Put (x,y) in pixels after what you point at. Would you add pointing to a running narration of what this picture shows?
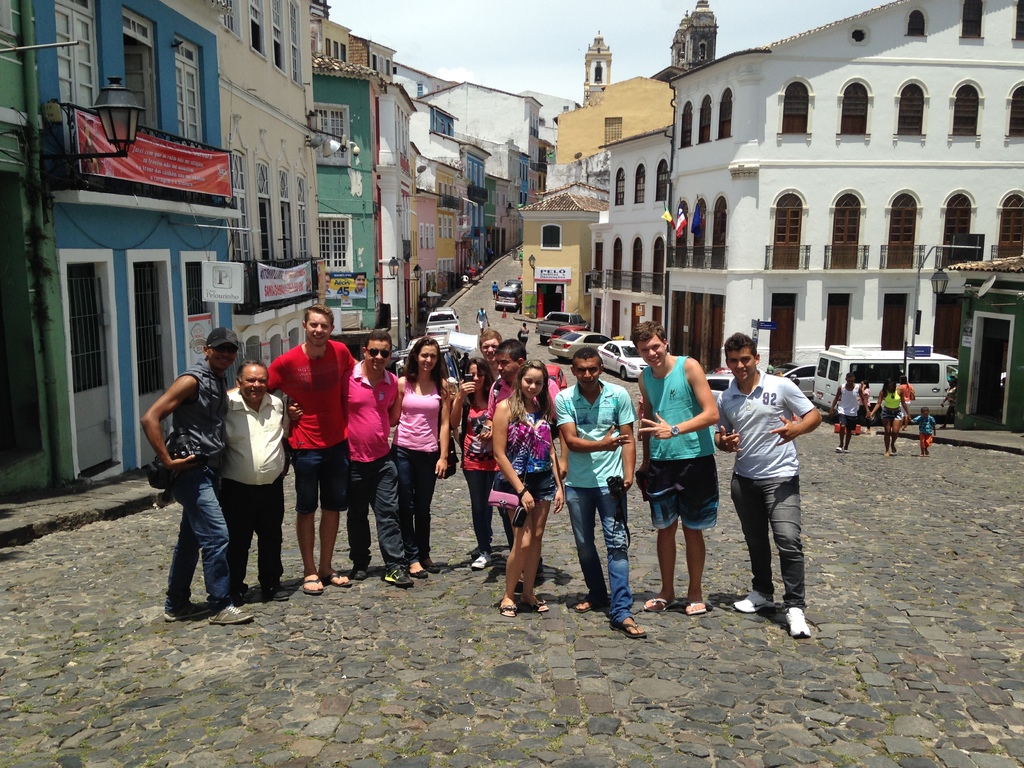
This picture is clicked outside. In the center (419,372) we can see the group of people (536,432) standing on the ground (842,578) and we can see the group of vehicles (562,335) seems to be parked on the ground (949,437). On the right (906,413) there are group of persons (894,408) walking on the ground (897,456). In the background (824,301) we can see the buildings (504,228), lamps (122,143), posters (281,280) on which the text (191,170) is printed and we can see the sky (538,51) and some other objects (913,356).
